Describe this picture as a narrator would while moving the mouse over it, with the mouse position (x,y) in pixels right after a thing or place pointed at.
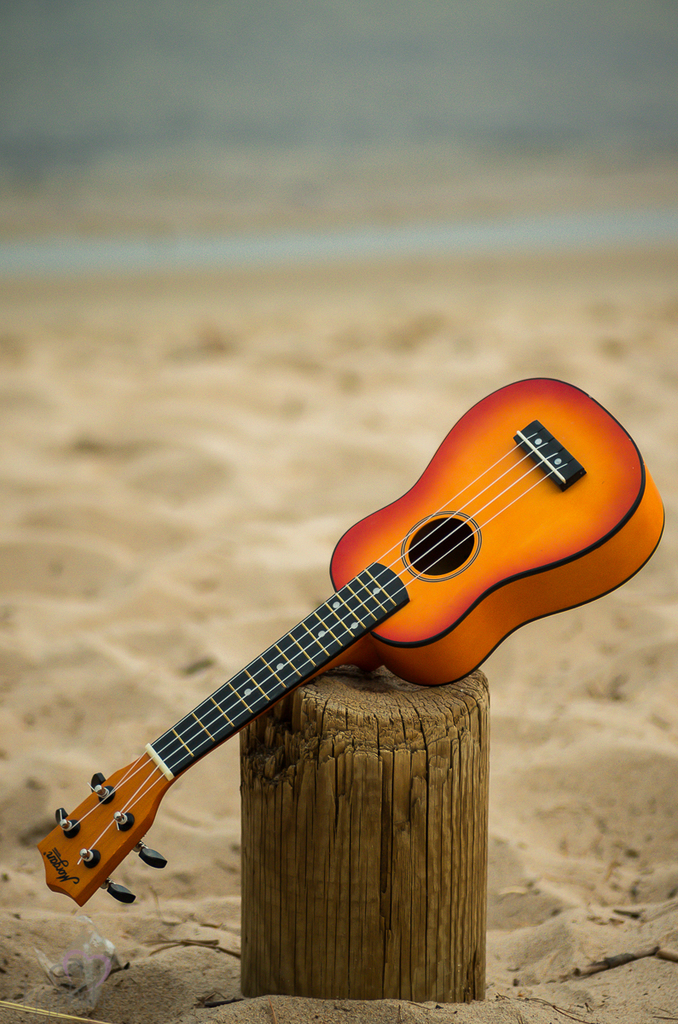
In the middle of the image (433,626) there is a guitar (562,450). Behind the guitar (562,386) there is sand (228,318).
